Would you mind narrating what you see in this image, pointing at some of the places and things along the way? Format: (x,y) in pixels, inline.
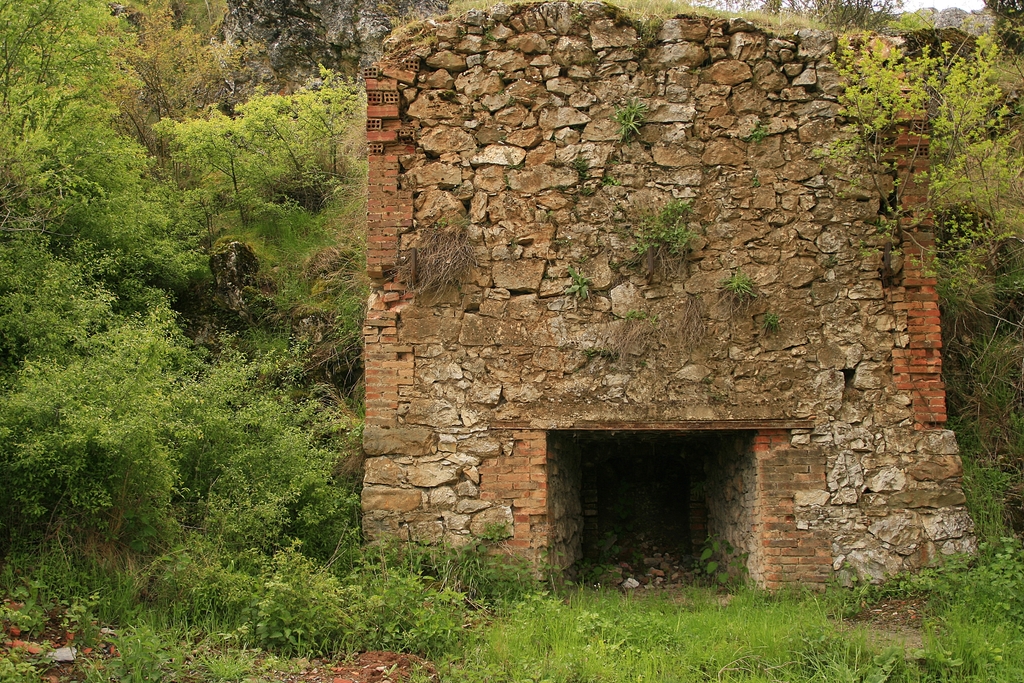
In this image there is a rock structure (716,316), trees (75,91) and grass (981,561).
